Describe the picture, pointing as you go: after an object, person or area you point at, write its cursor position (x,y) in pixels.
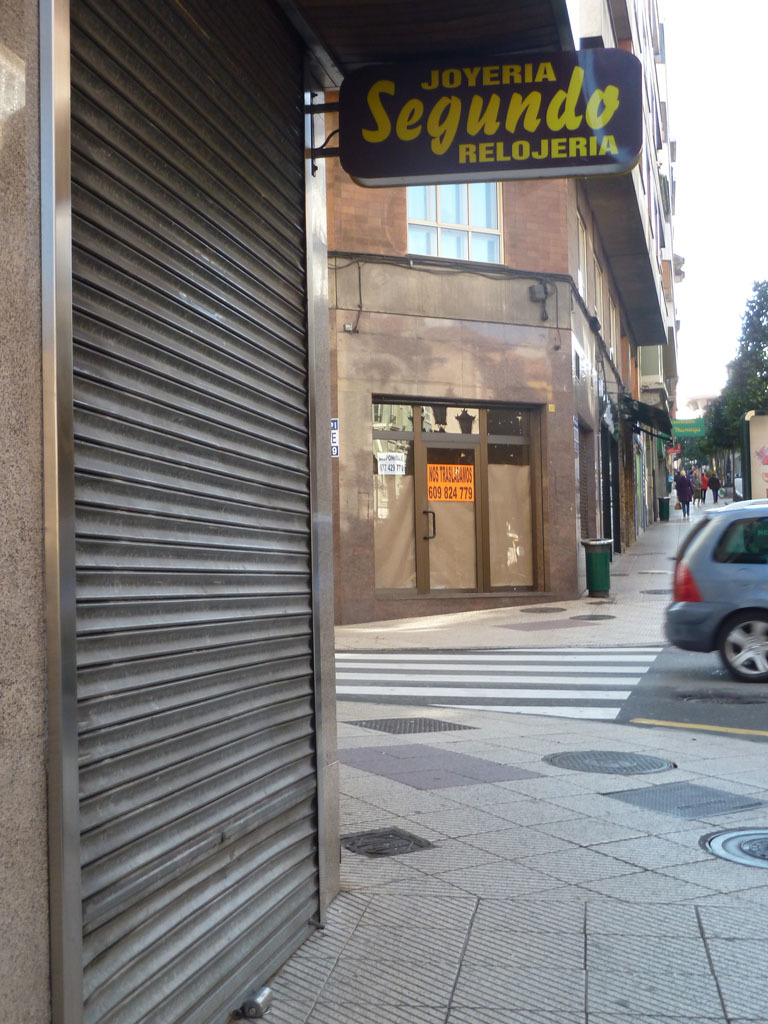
In the picture I can see buildings (355,474), a shutter (175,575), a vehicle (718,608) on the road (658,694), a board (449,116) which has something written on it, people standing on the ground (550,648) and some other objects (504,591). In the background (689,186) I can see the sky (677,226) and trees (732,419).
